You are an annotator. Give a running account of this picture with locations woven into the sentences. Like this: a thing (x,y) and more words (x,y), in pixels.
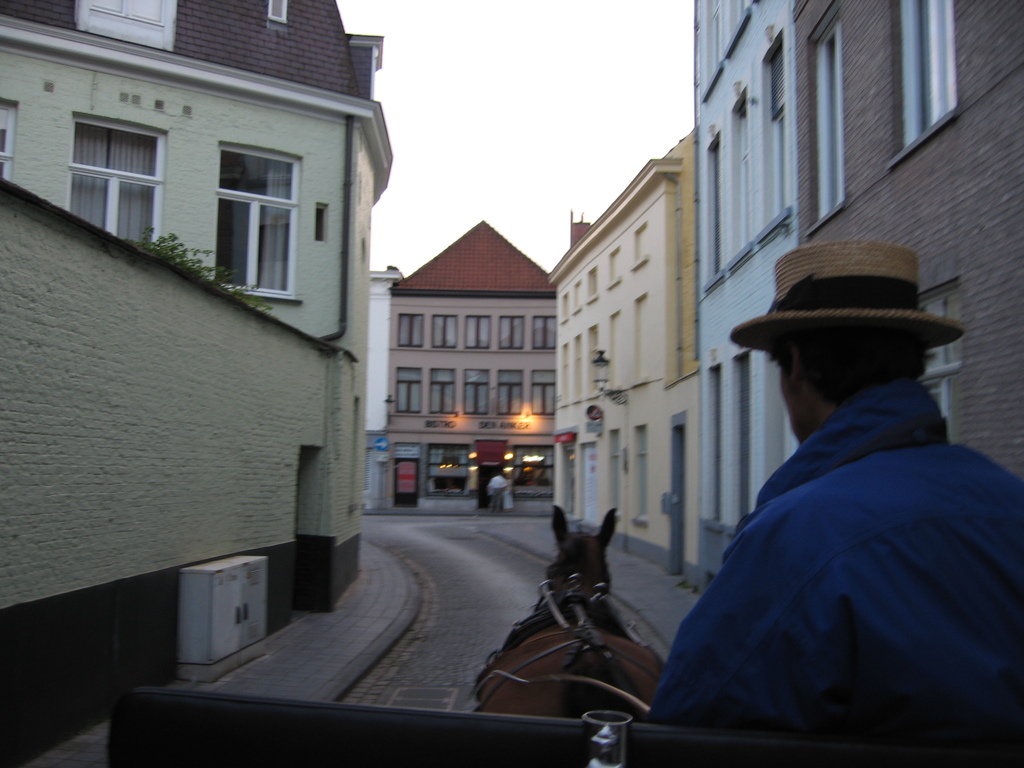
In this picture there are buildings (554,425) and there is text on the wall (524,434). In the foreground (933,448) there is a person (892,529) sitting on the horse cart (811,760). On the left side of the image (198,252) there is a plant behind the wall (33,750). At the back (525,420) there is a board (398,452) on the wall (428,462) and there is a light (475,456) on the wall (687,472). At the top (464,102) there is sky (458,123). At the bottom (434,616) there is a road (435,610).
